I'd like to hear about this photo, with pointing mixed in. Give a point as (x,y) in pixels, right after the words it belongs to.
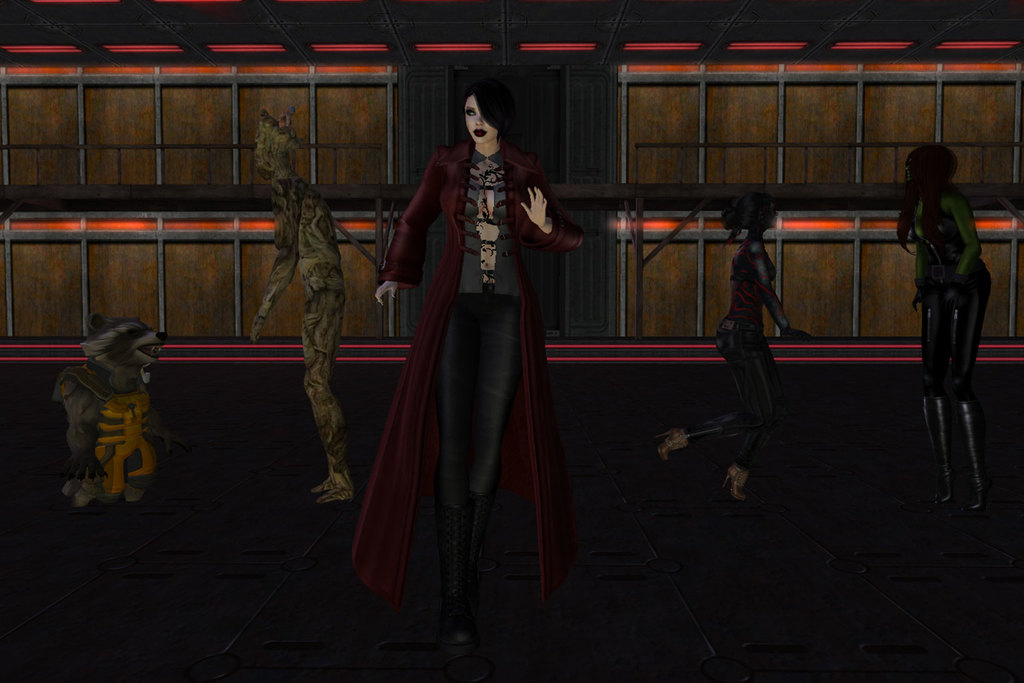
This is an animated image. Here I can see few people (935,319). On the left side (119,414) there is an animal (90,374). In the background (342,121), I can see the wall (139,265).
